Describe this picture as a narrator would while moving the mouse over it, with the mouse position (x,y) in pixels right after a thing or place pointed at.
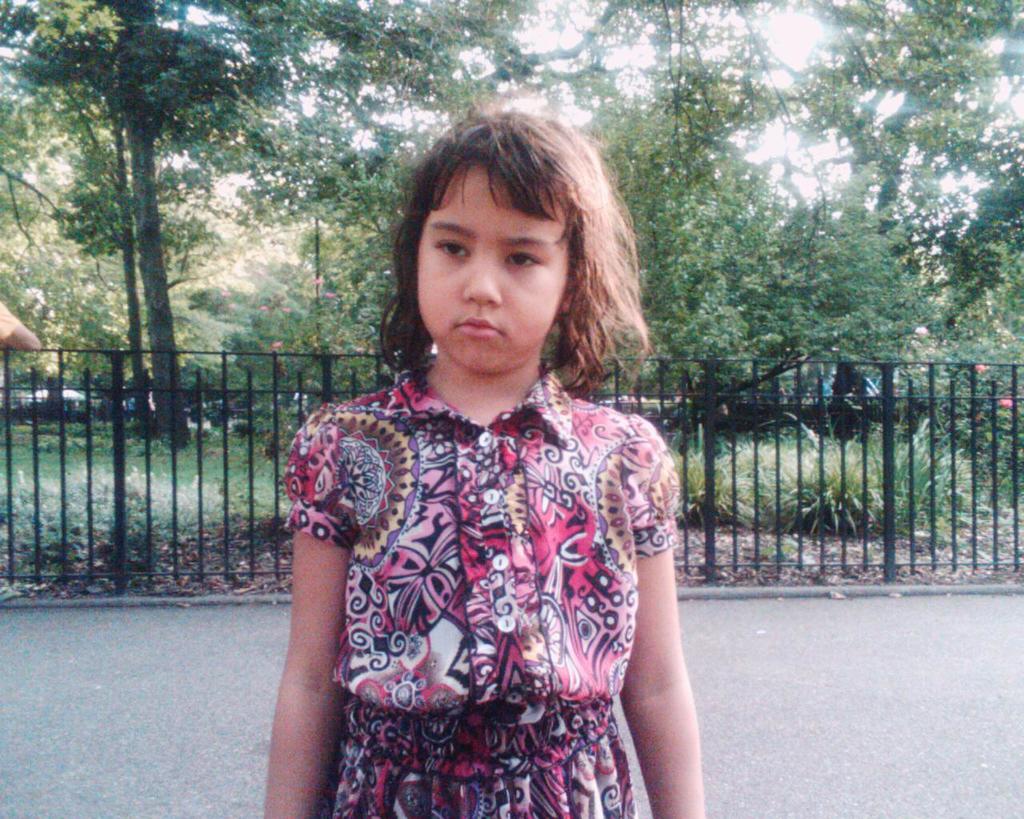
In this image we can see one girl (501,308) standing. And we can see the metal fencing (757,419). And we can see the trees (297,211) and plants (874,476).
